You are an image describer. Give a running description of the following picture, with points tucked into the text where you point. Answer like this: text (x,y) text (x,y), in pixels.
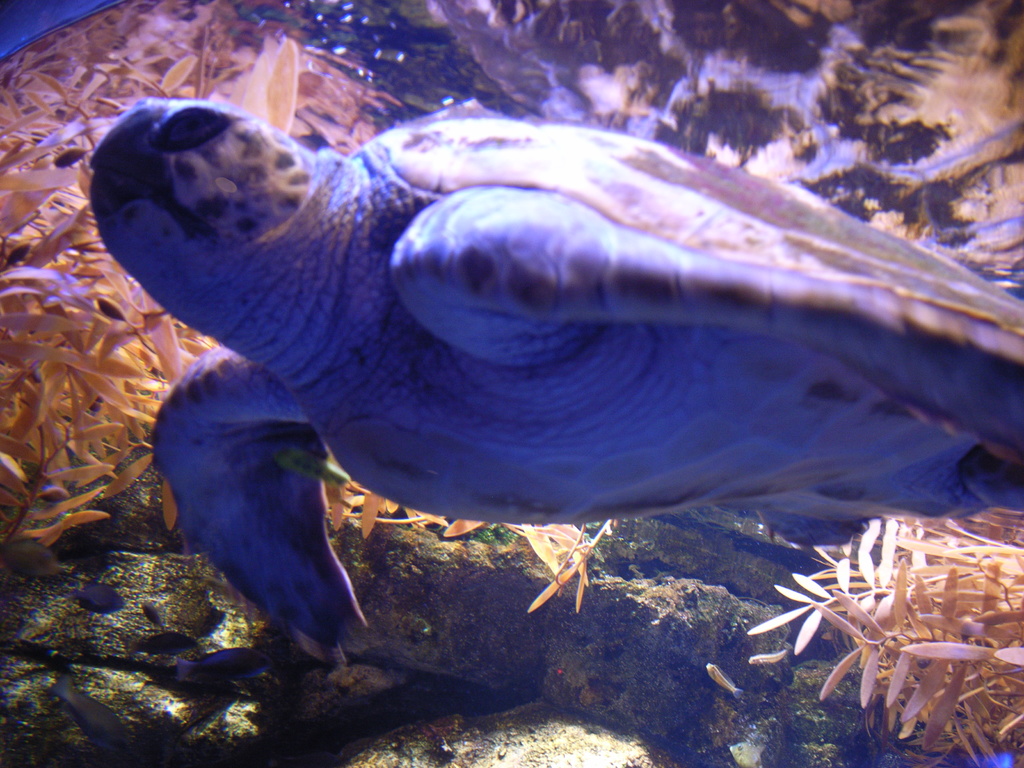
In the picture we can see turtle (286,320) which is under water (72,739) and we can see some aquatic plants (44,180).
